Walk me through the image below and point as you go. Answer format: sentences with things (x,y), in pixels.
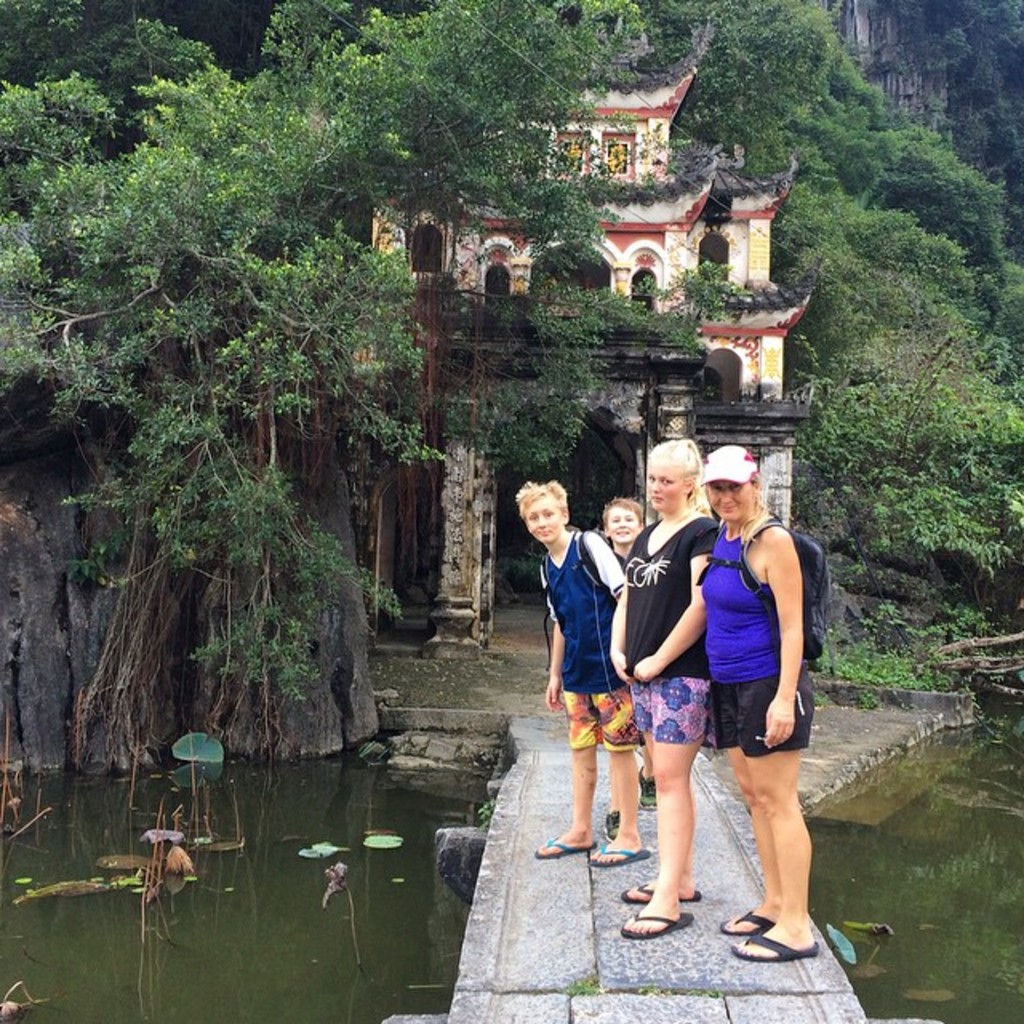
As we can see in the image there is a bridge (530,839), group of people (606,702) standing over here, water (134,889), trees (300,294), buildings (697,240) and tree (981,188).
